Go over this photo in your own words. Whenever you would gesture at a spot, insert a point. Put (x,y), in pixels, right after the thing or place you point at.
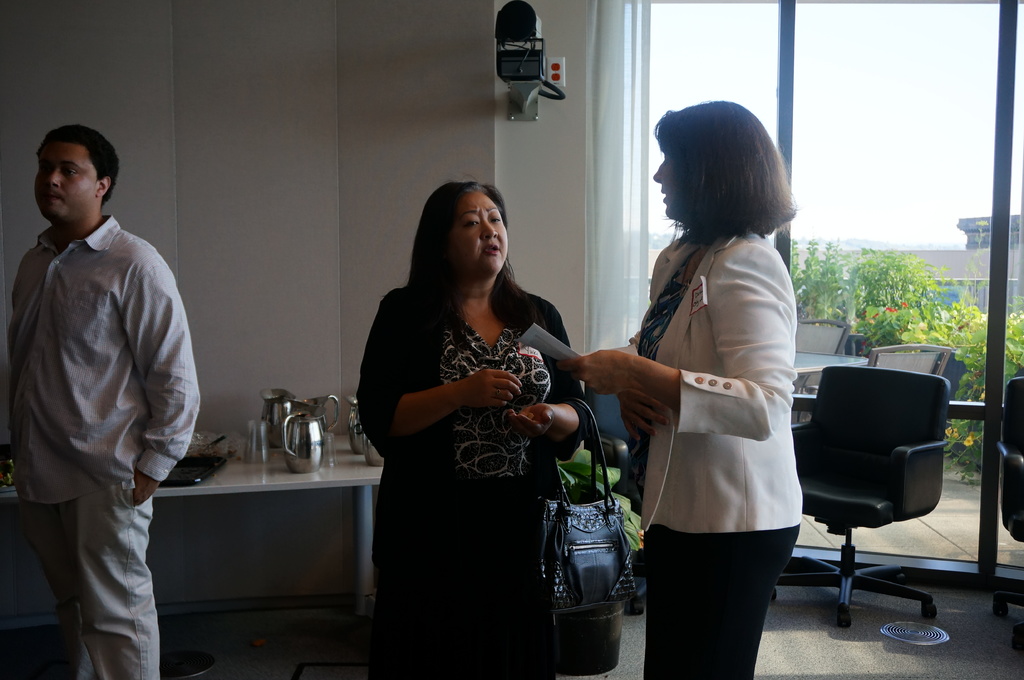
In this image we can see this persons (528,391) are standing. In the background (355,448) we can see jars (289,444) and glasses (251,439) on the table (309,475), chairs (897,502) and glass windows (868,285) through which trees (892,295) can be seen.
